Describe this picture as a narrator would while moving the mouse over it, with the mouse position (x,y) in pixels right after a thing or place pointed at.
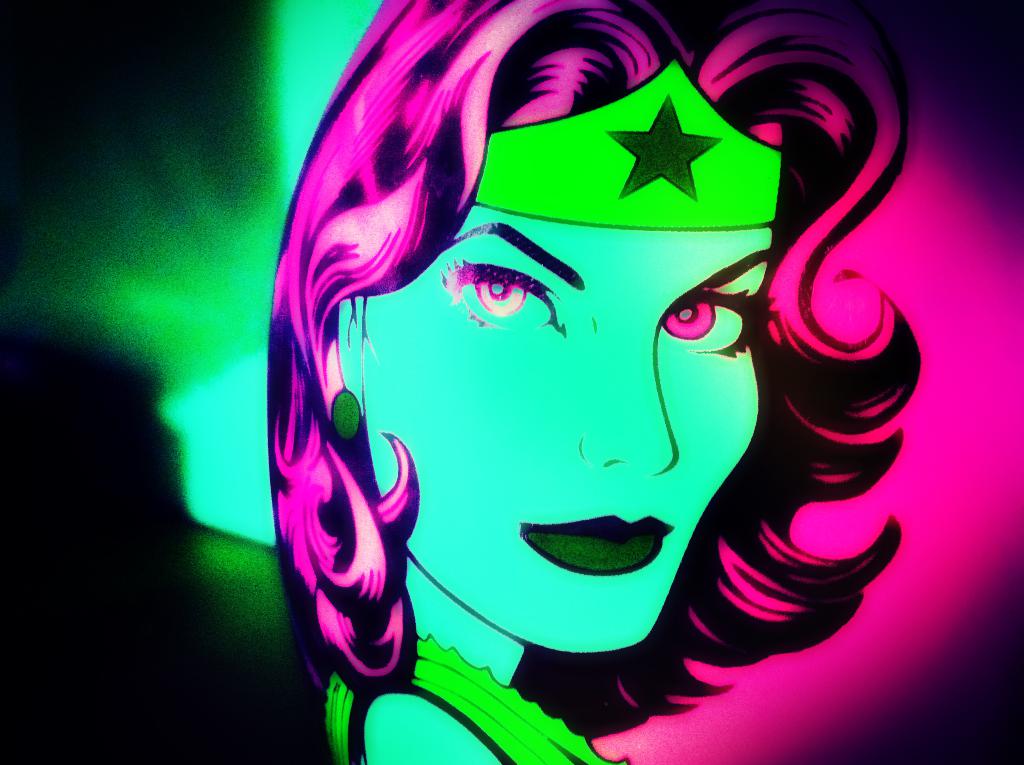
It is the digital art of a woman (714,293).
